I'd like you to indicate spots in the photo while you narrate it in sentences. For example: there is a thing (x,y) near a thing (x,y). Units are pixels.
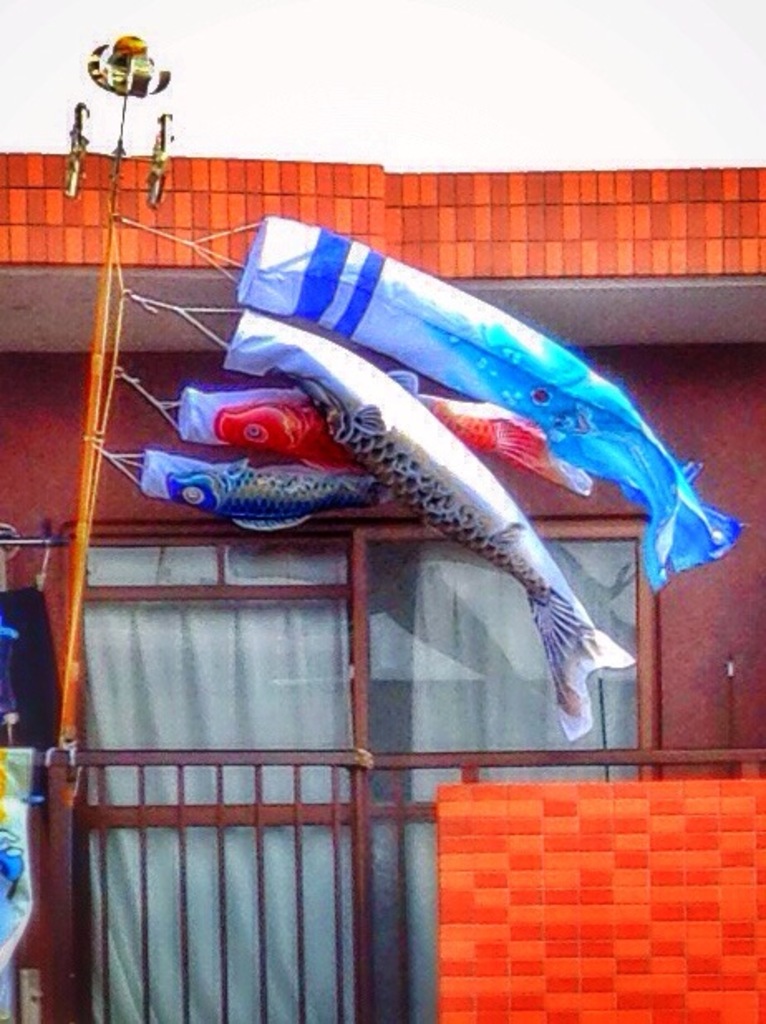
In this image, we can see some fish shaped flags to a stick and in the background (557,212), there is a building (619,235) and we can see glass door (331,676), through the glass (276,732) we can see a curtain (283,729) and we can see some other objects (25,646).
